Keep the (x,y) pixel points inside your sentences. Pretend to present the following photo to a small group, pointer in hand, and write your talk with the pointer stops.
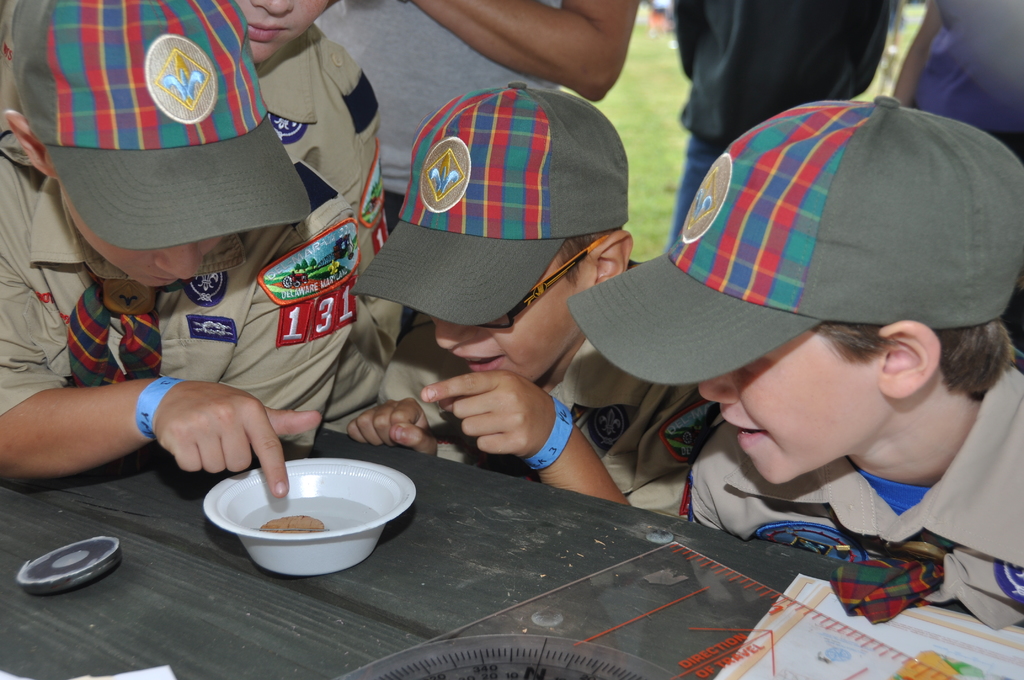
In this picture there are few kids (449,277) wearing hats (460,237) and there is a table (505,492) in front of them which has a paper cup (306,513) and some other objects (700,618) on it.
